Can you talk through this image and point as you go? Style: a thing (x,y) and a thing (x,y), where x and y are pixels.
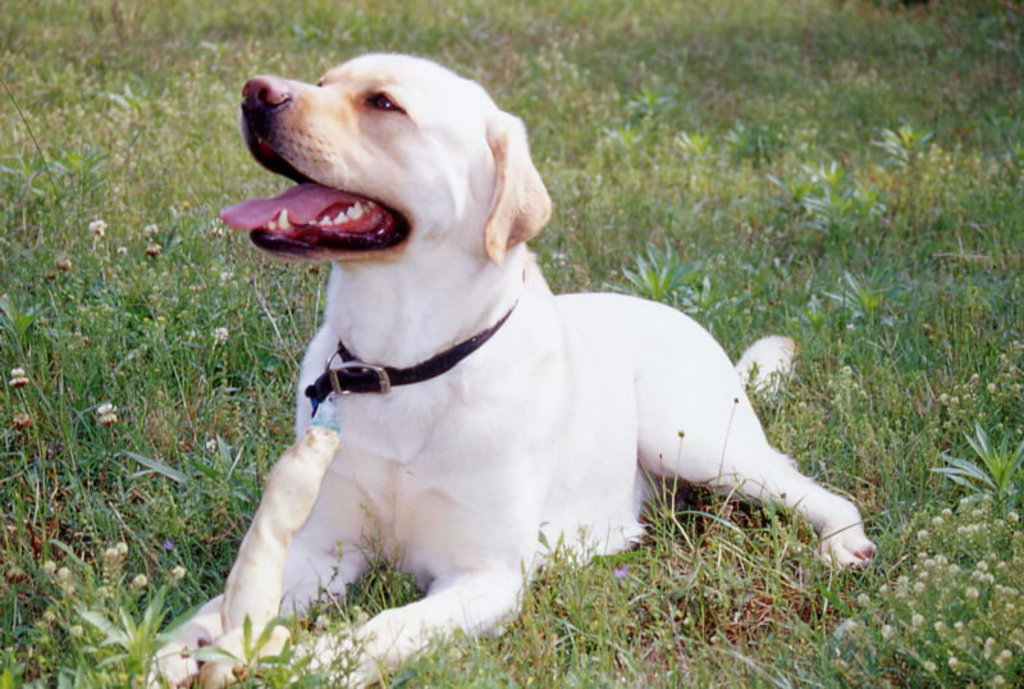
This picture is clicked outside. In the center (411,342) we can see a dog (505,442) sitting on the ground (772,109) and we can see the green grass (117,444), plants (95,653) and flowers (957,566).
